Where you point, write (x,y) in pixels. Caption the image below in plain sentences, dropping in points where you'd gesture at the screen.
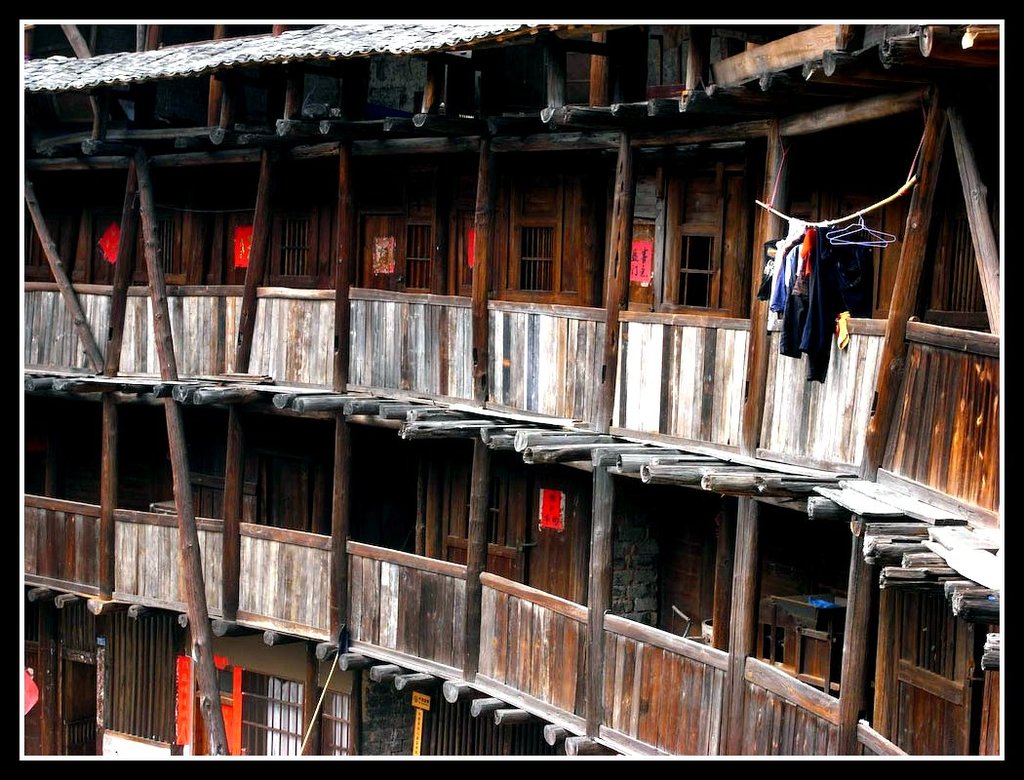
In this image I can see a building (391,228) and I can see a rope (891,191) attached to the beam (910,221) of the building (283,267), on the rope (830,224) I can see clothes (786,279).
